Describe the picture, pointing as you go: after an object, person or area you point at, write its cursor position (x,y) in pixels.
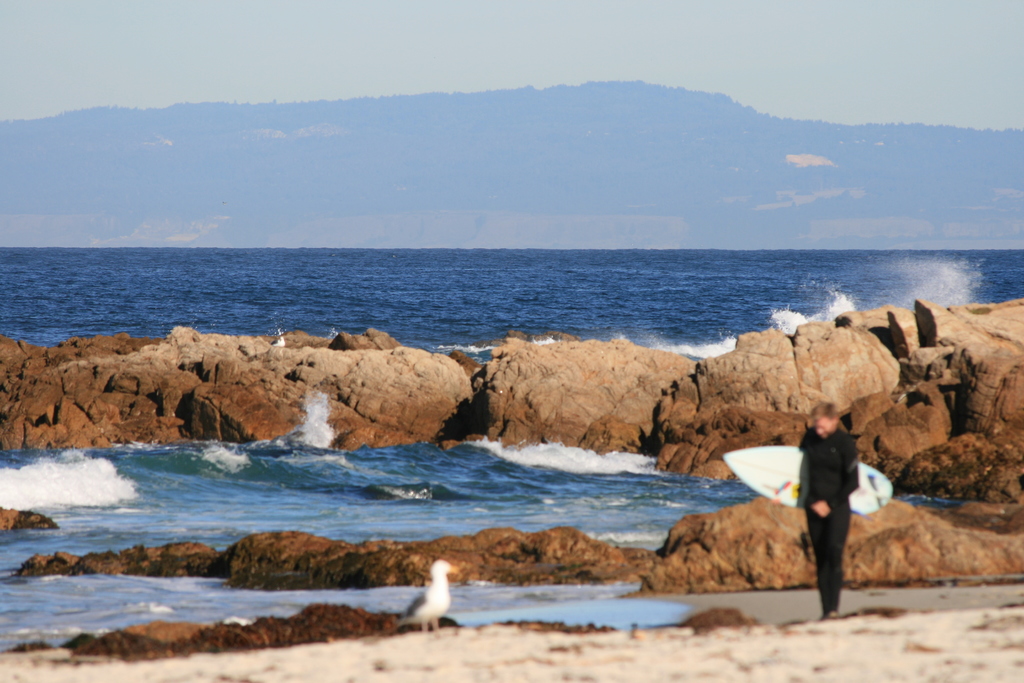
In this image I can see a person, a bird (421,598), water (697,280) and a mountain (372,184).
